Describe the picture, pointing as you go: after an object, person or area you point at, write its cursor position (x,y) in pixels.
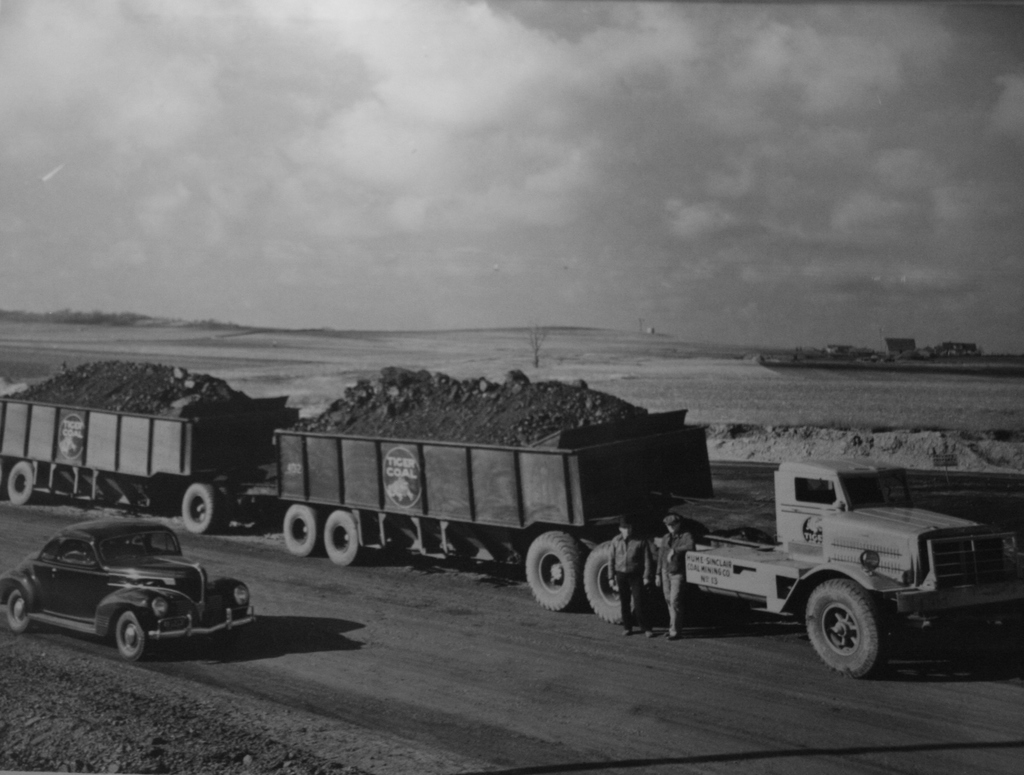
This is a black and white image. There are vehicles (241,589) and few people (676,619) on the road (28,508). There is land (358,349) at the back (509,349).
